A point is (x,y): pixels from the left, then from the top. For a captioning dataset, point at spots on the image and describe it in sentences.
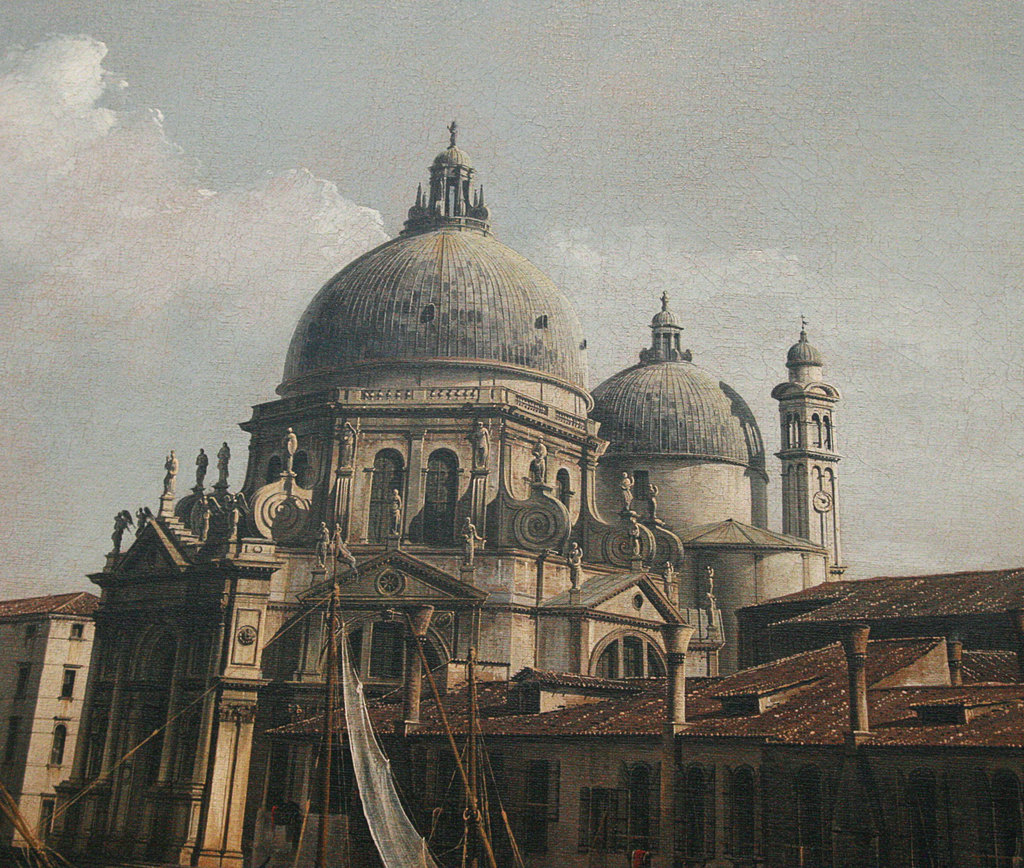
In this picture we can see few buildings (532,407) and clouds (190,247).
